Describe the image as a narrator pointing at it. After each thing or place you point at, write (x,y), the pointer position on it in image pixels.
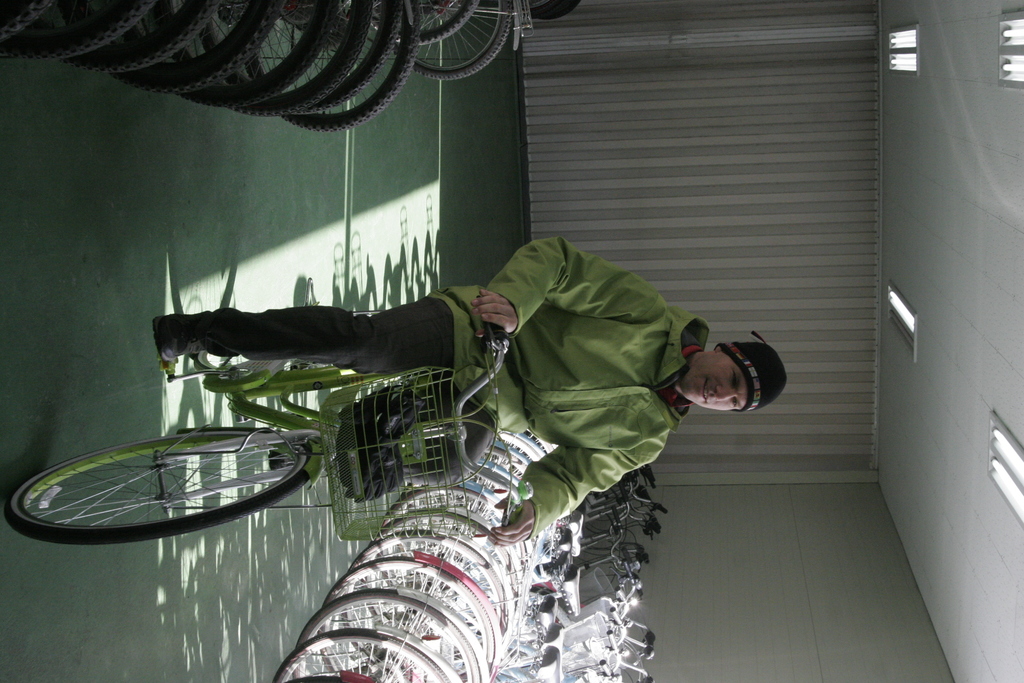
In the center of the image (584,403) there is a person (578,319) cycling on the mat (87,587). On both right and left side of the image (219,81) there are cycles (546,558). In the background of the image (614,199) there is a wall (723,221). On top of the image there are lights (1017,507).
